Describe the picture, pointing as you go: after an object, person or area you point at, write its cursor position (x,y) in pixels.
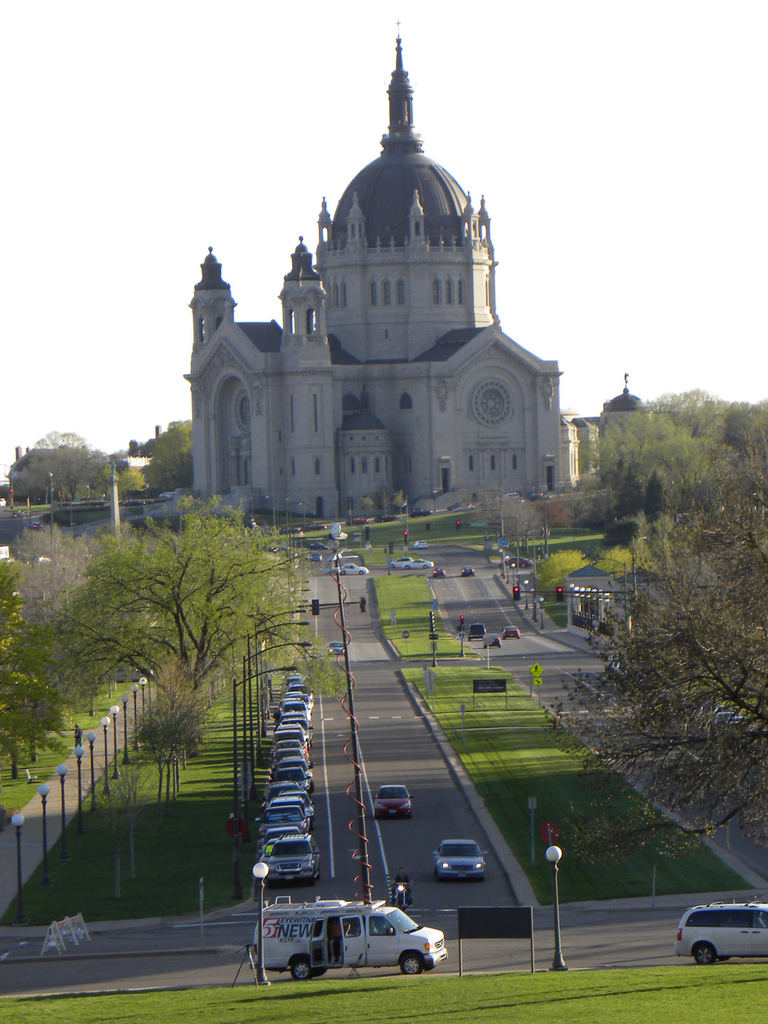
In the center of the image (401,414) we can see a building (509,353), windows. In the background of the image (314,577) we can see the trees (278,569), grass (551,815), poles (500,551), lights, vehicles (721,723), road (483,963). At the bottom of the image (285,1012) we can see the ground (335,1009), board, barricades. At the top of the image (256,232) we can see the sky (680,123).
